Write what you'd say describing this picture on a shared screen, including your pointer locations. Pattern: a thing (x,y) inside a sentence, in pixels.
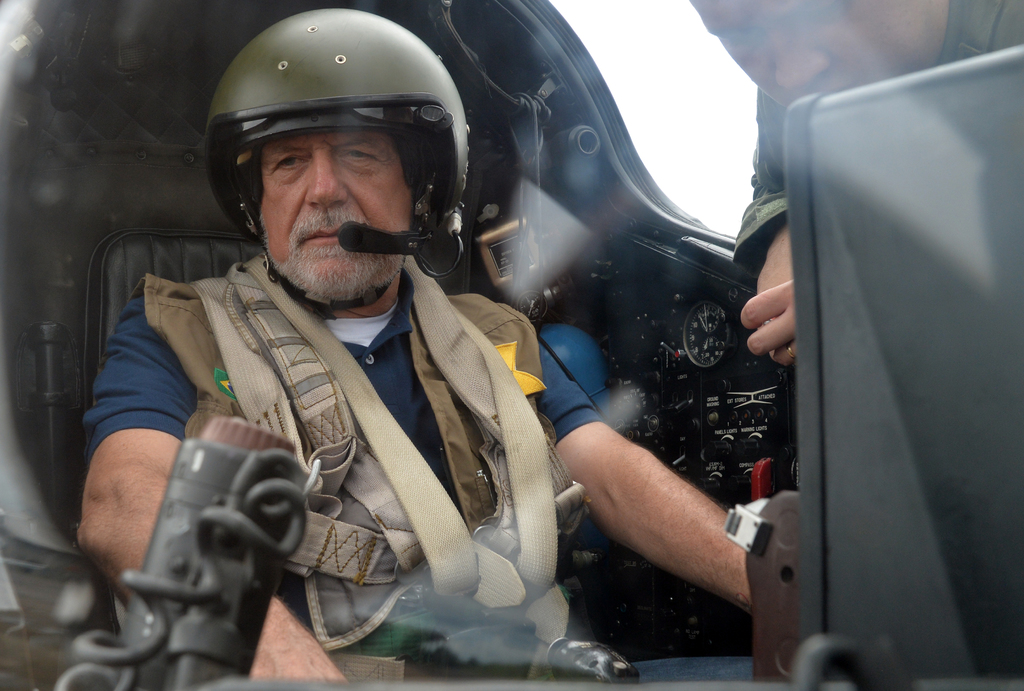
In the picture I can see a person (294,437) wearing jacket (523,340) and helmet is sitting inside an airplane (800,647) and here we can see another person (928,47) on the right side of the image (911,12).
